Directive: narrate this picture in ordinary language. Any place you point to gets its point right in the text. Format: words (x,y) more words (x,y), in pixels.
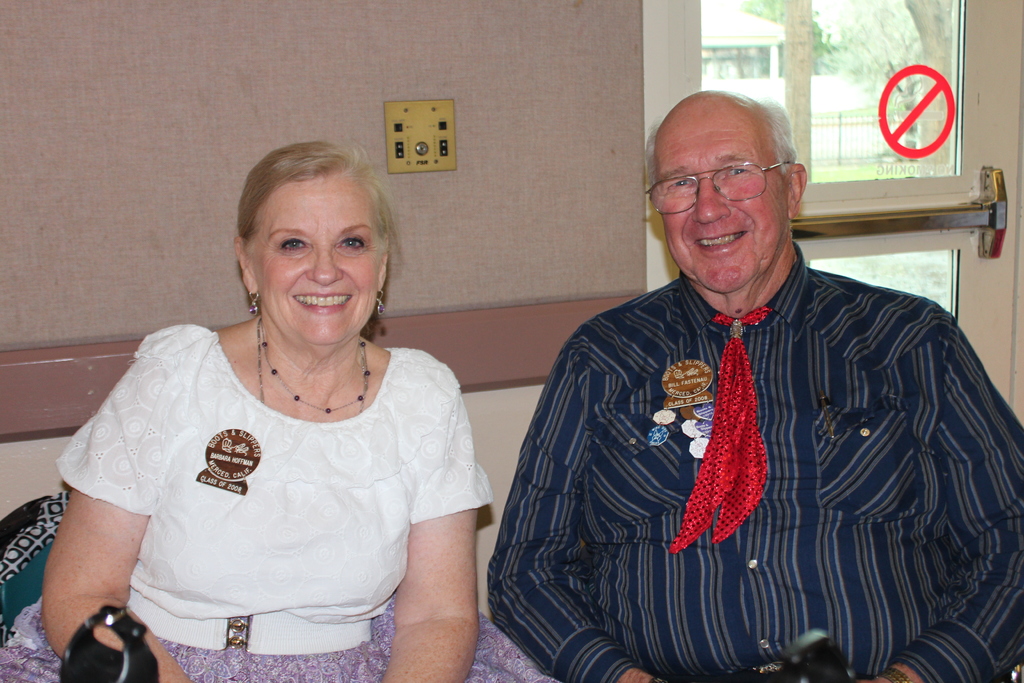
There is a man (969,455) and a woman (429,597) sitting. Man (763,412) is wearing a specs (741,190). In the back (314,114) there is a wall (405,175). Also there is a glass door (914,179) with a sign mark (896,121).
